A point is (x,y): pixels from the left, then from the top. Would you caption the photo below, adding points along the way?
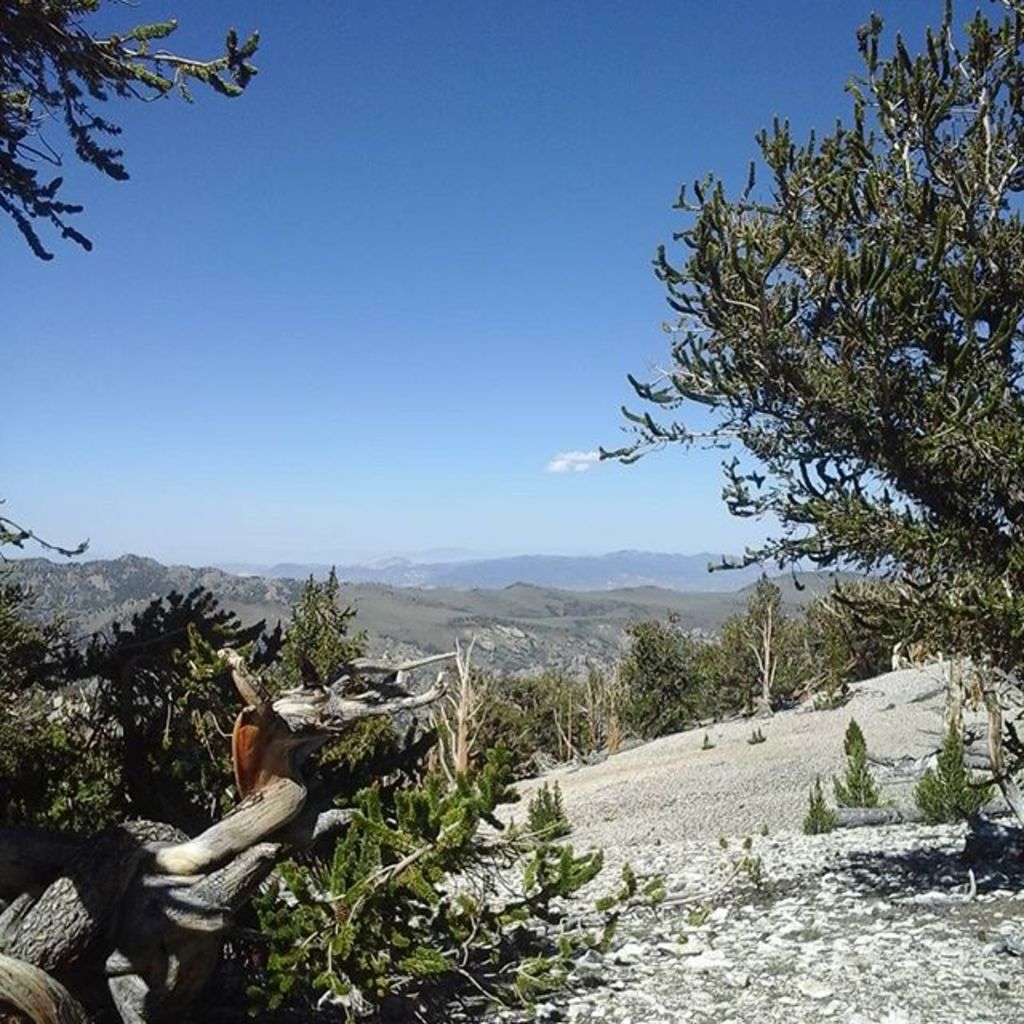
In this picture we can see a branch (168,928), plants (429,830) and trees (942,326). Behind the trees (928,333), there are hills (359,598) and the sky (418,275).
